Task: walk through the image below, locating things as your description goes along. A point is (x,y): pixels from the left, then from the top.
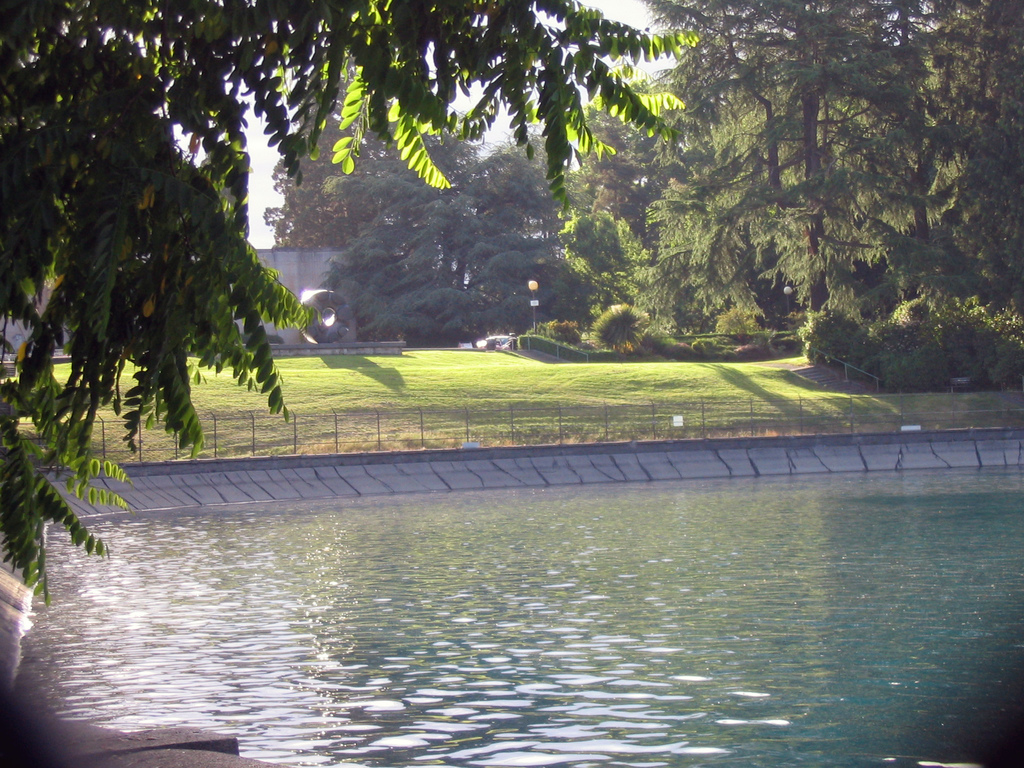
In this picture on the right side (866,83), we can see some trees (872,89), plants (981,320) and street lights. On the left corner (197,14), we can also see some trees (211,264). In the background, we can see a building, a sculpture (313,288). On the top (267,173), we can see a sky (264,188), at the bottom (734,532), we can see a grass (550,398) and a water (716,607) in a lake (491,596).
